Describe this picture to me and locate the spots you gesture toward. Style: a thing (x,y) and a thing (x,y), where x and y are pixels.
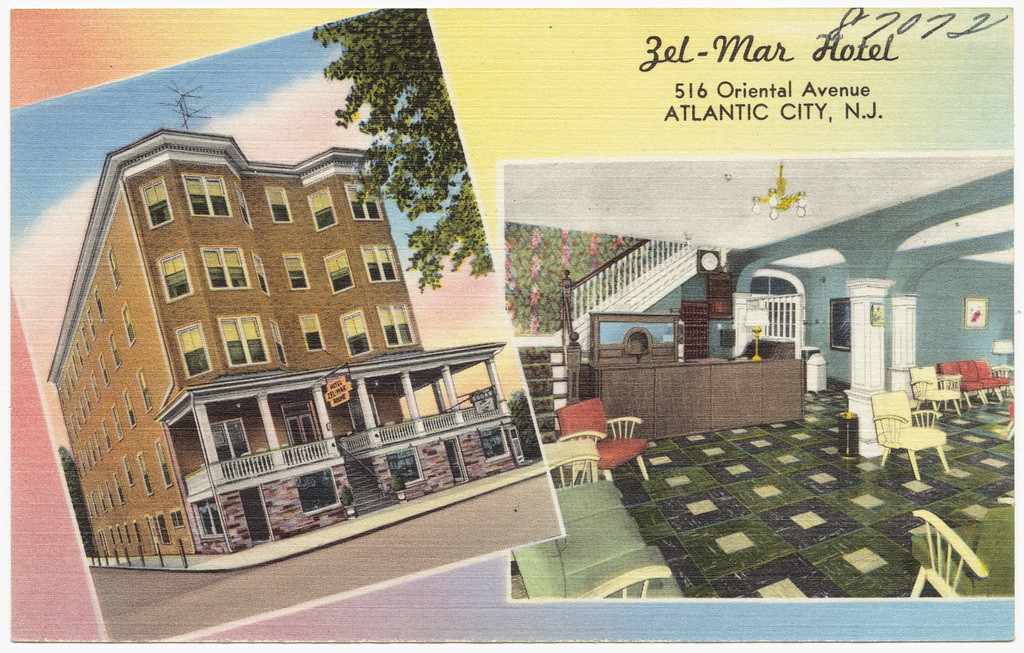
This image consists of a poster (398,395) in which there are buildings (253,332). On the right (779,449), we can see the interior (780,468) of the building (743,546) along with chairs (570,420) and cupboards (616,377). On the left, we can see a tree (394,151). On the right top (884,61), we can see a text (668,45).
